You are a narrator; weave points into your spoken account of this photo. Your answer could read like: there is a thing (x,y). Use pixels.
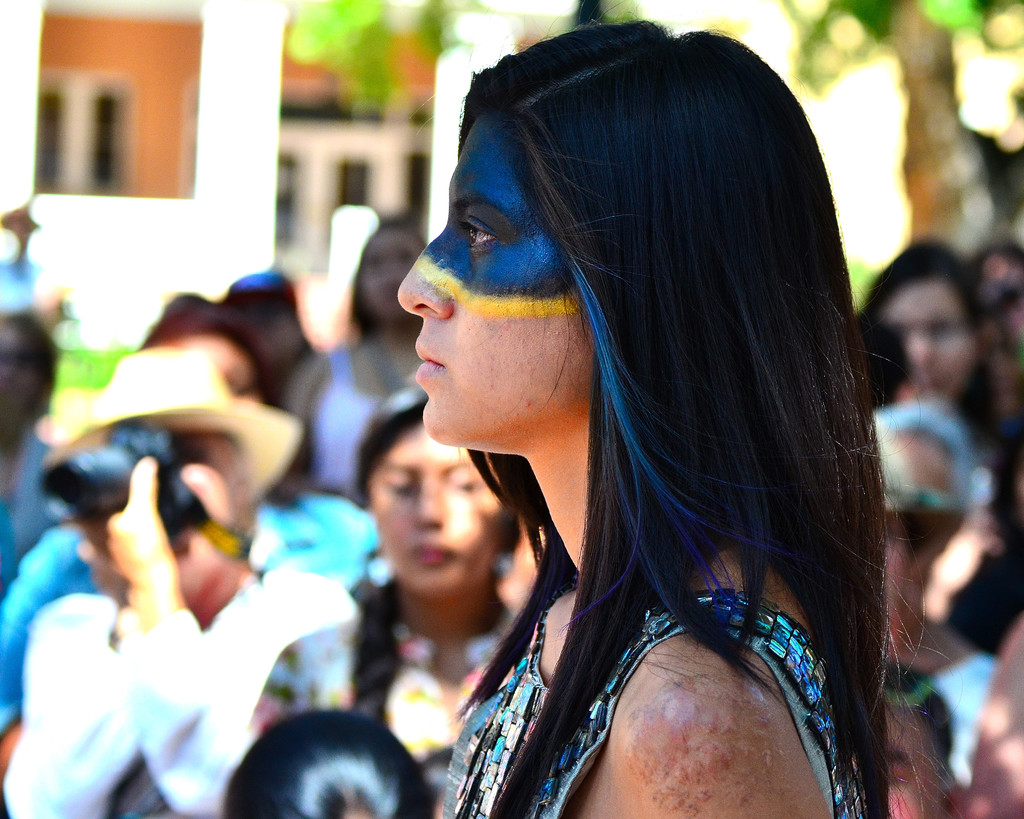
In this image we can see some group of persons (431,487) standing, in the foreground of the image (482,738) there is a lady person (583,634) applied some paint (523,231) and in the background of the image (358,74) there is a wall (150,147) and tree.
